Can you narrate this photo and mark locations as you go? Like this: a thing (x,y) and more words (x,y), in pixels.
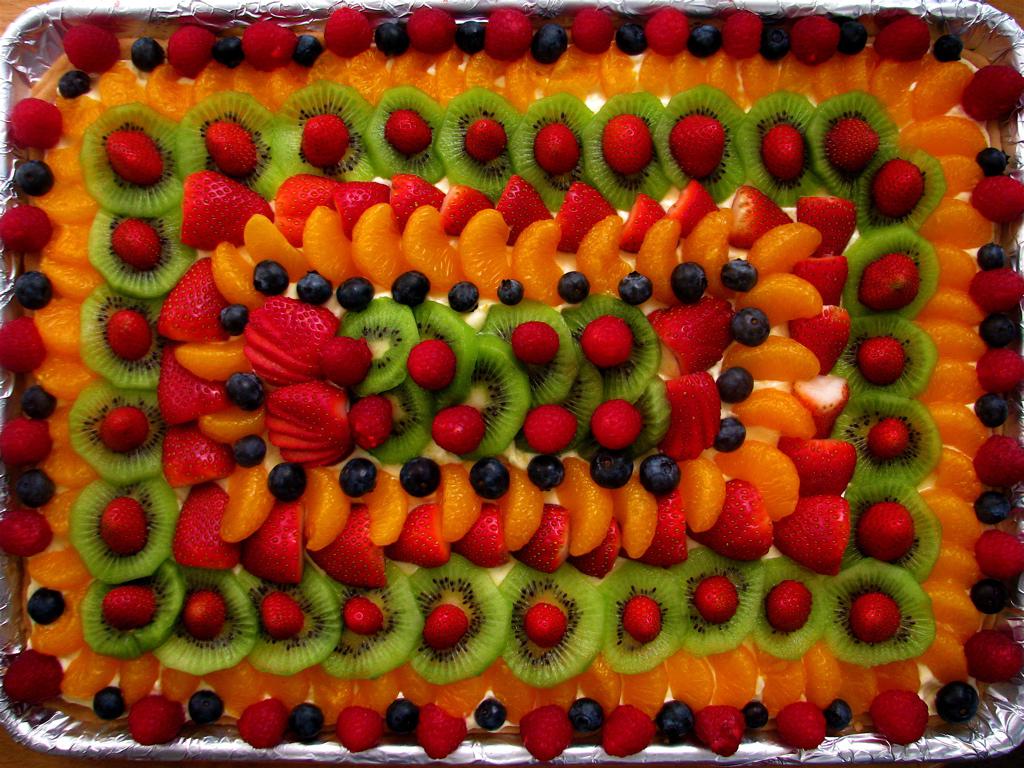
In this image it looks like a cake (454,540) decorated with fruits (307,430), strawberries (533,542).
